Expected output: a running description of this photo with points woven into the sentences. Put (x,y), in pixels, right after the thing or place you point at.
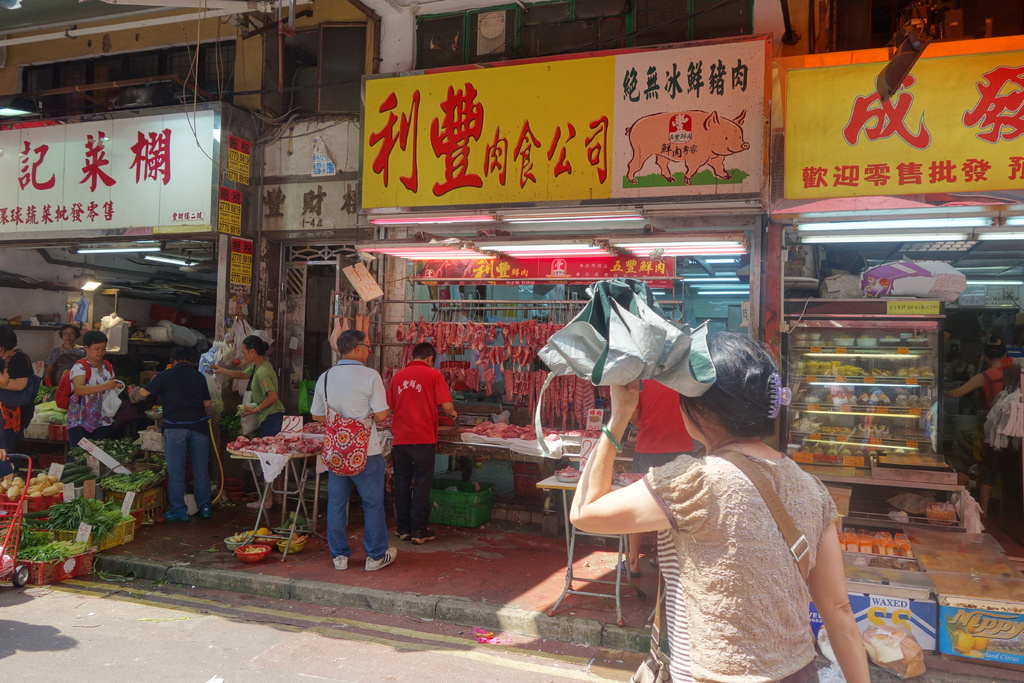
In this image I can see a woman (725,563) in front (729,510) who is holding a white and green color thing (679,331) and wearing a bag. In the background of this picture (248,319) I can see number of stores (227,156) and I see the boards (541,108) on which there is something written and I can see the footpath (527,554) on which there are few people (200,413) standing and on the left side of this picture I can see the vegetables (82,465). In the middle of this picture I can see the red color things (543,324) and I see that there are lights (910,238) in the center of this picture (442,249).
